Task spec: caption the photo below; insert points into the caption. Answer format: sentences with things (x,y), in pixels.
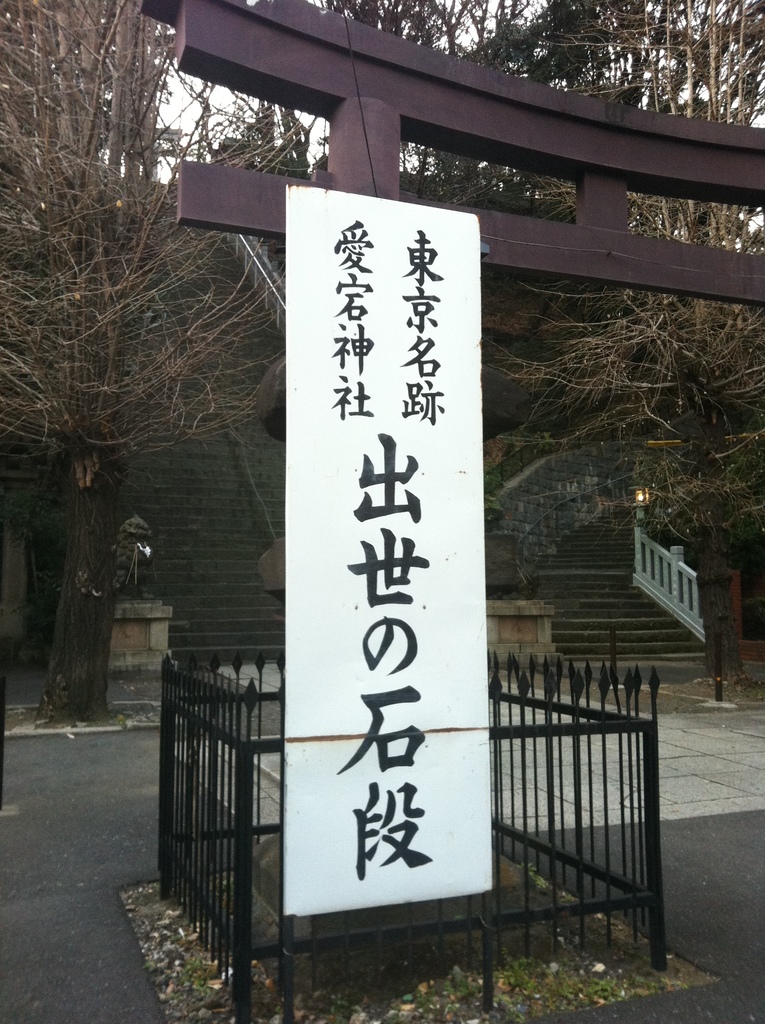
In this image we can see a board (395,378) which has a text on it, it is attached to the pole (374,163) and fence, in the background (218,501) we can see some stairs (262,452) and trees (144,445).
